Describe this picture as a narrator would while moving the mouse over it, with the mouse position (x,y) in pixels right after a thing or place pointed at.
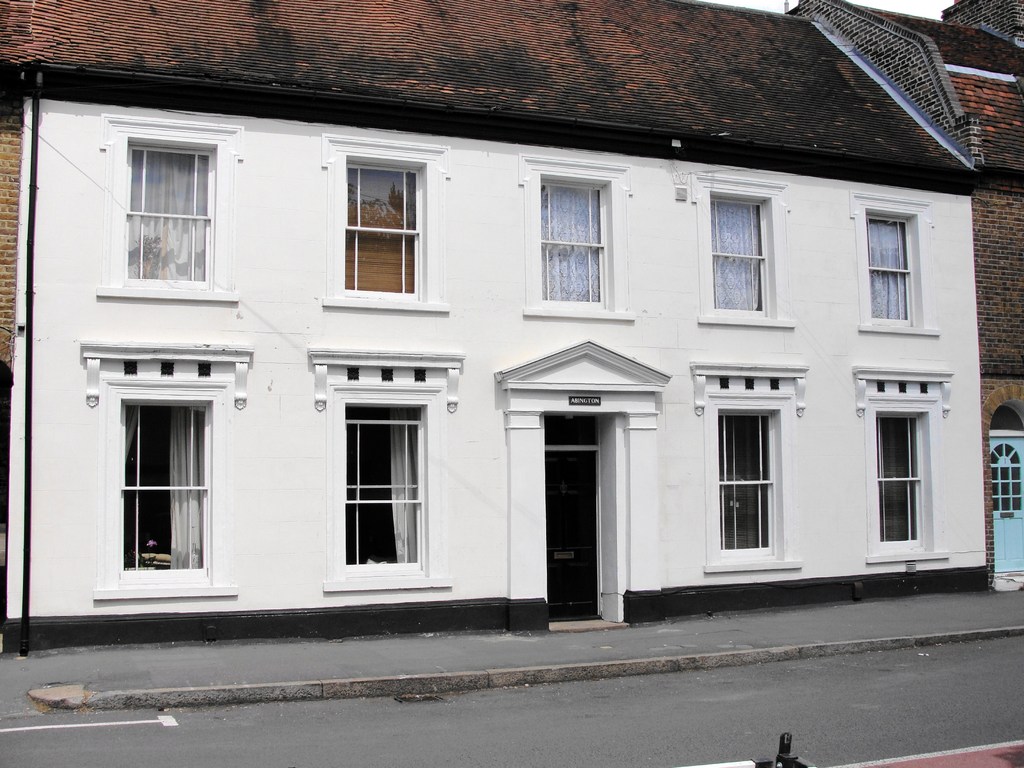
In the center of the image (598,399) we can see a door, board (578,398). In the background of the image (615,402) we can see the houses (561,274), windows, roof (650,9). At the bottom of the image (300,723) we can see the road (974,674). At the top of the image (935,4) we can see the sky (919,6).
